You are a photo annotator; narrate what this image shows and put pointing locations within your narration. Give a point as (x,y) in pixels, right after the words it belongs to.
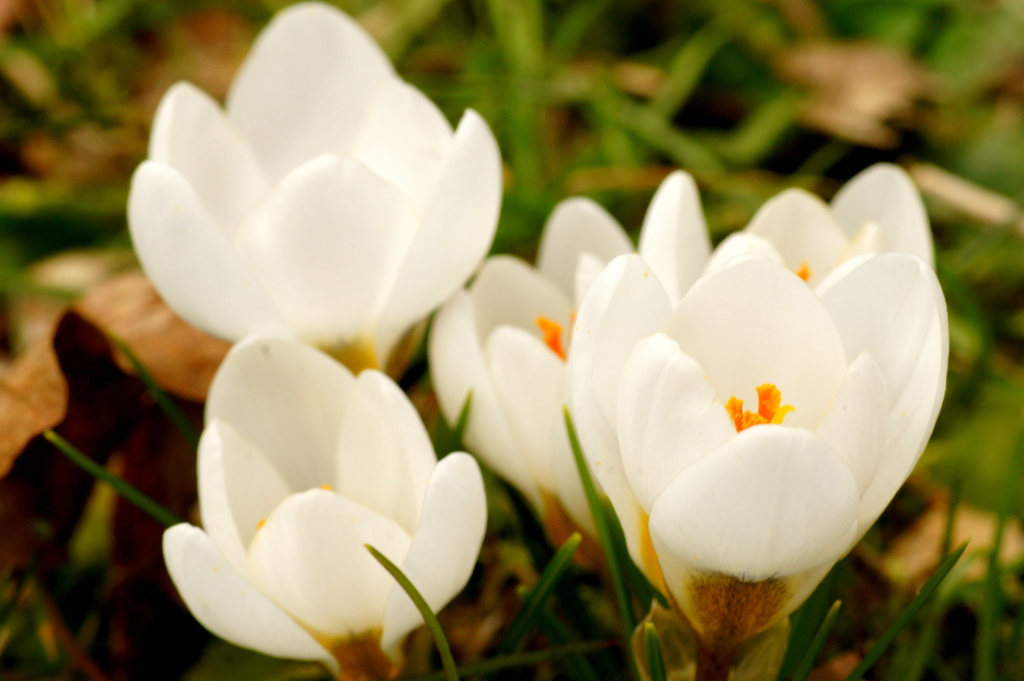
In this image I can see the white, yellow and an orange color flowers (341,521) to the plants (416,584). And there is a blurred background (589,41).
